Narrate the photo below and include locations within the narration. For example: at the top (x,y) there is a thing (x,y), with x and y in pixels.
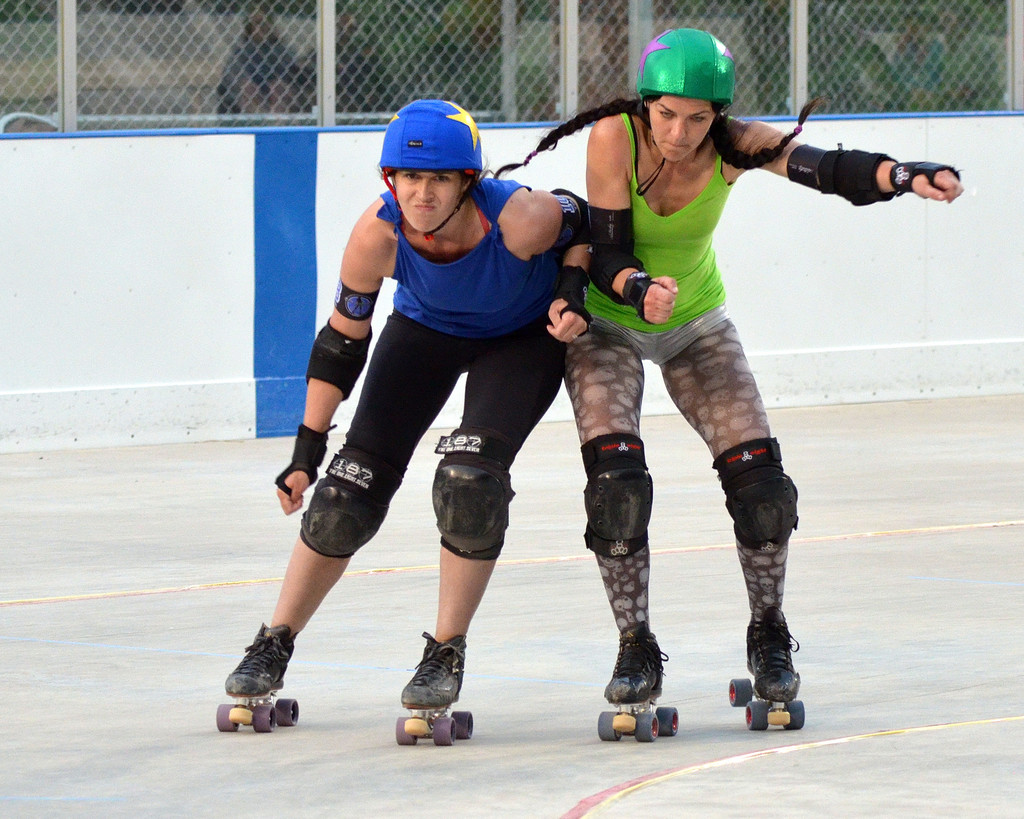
This image consists of two women (335,341) skating. They are wearing helmets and knee pads (391,475). At the bottom (601,783), there is a floor (24,814). In the background (267,145), we can see a fence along with the wall (256,247).
